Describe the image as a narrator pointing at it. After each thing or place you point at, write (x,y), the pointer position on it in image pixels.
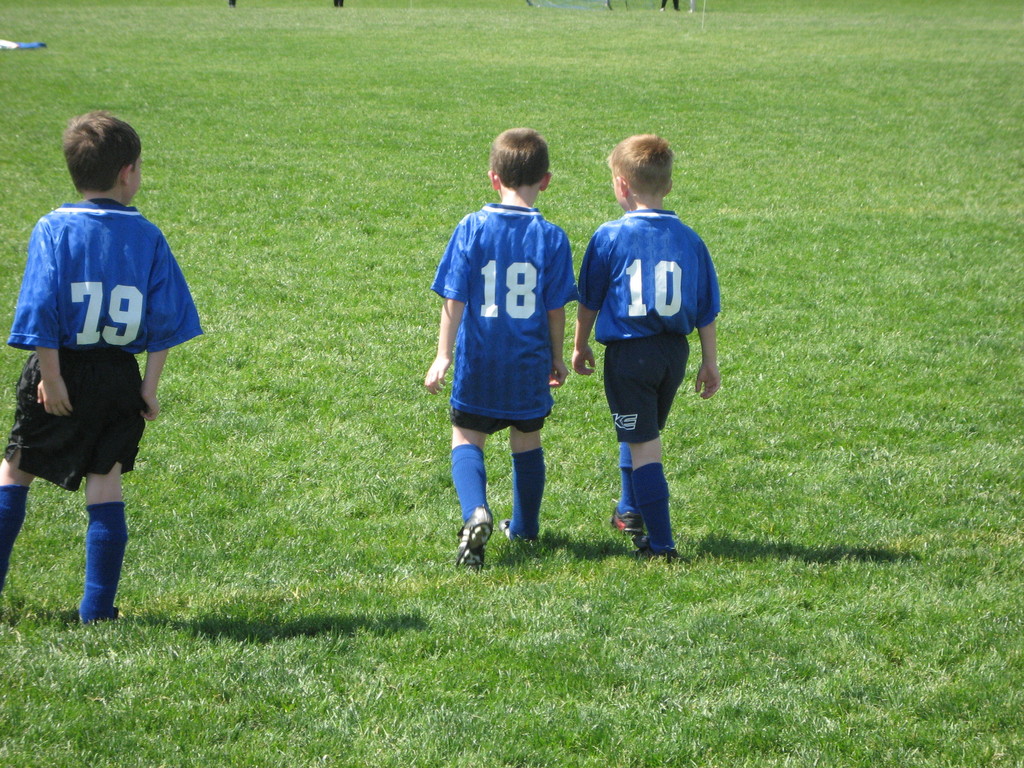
In this picture I can see three kids (497,186) walking on the grass (637,618).
